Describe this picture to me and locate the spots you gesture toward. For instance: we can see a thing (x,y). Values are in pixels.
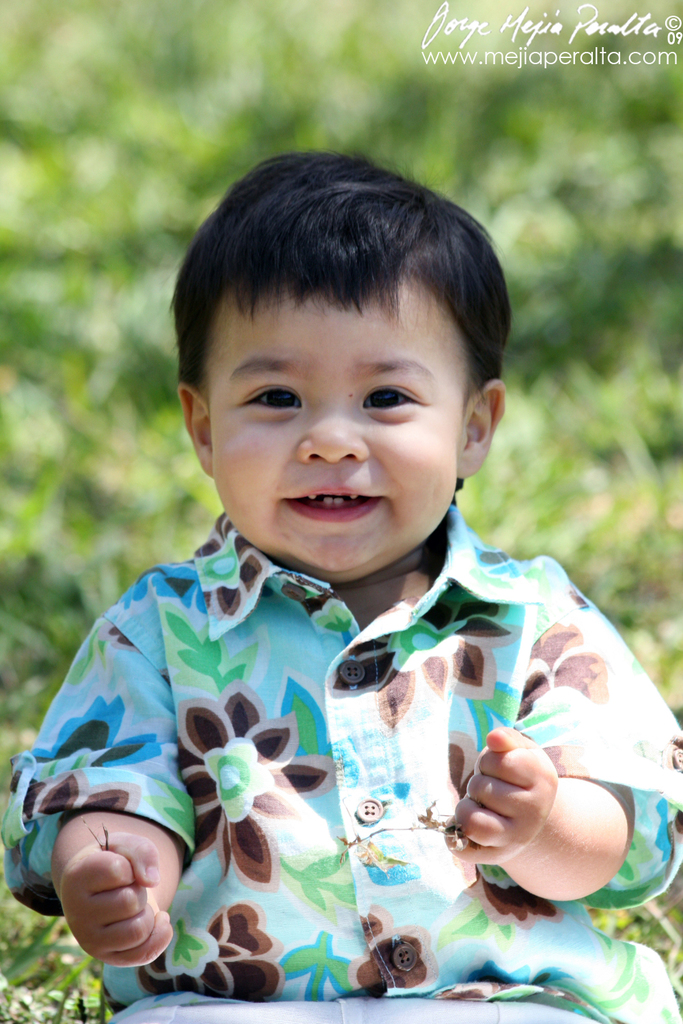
In this image we can see a boy (319,582) smiling and sitting on the grass (67,978). At the top (527,59) we can see a logo (632,56).
